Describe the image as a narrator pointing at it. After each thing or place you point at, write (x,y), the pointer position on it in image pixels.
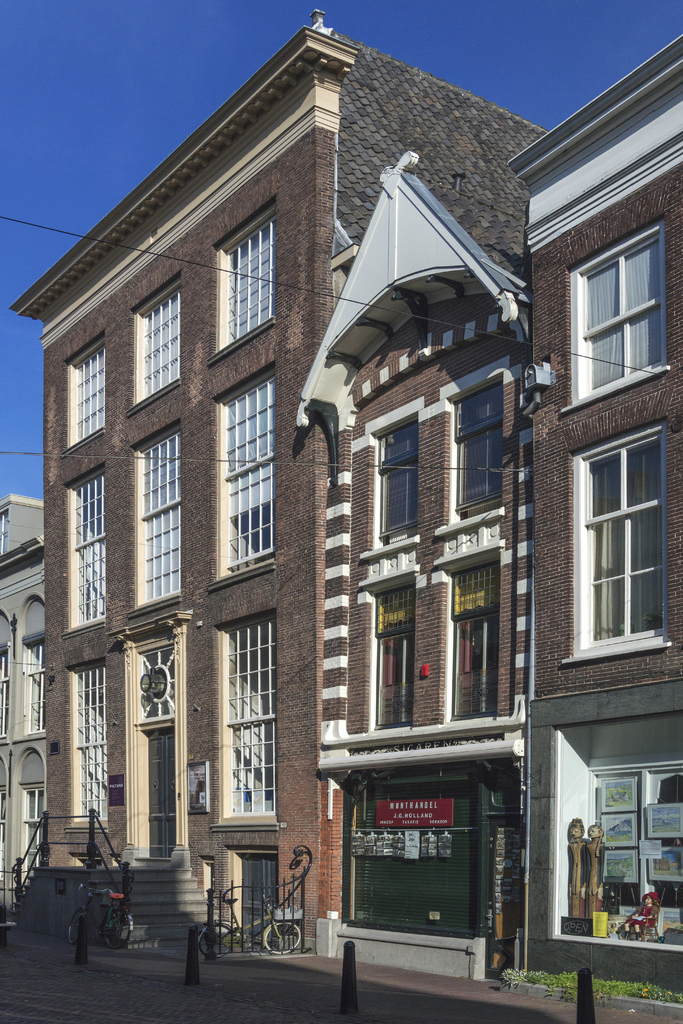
Sky (152,99) is in blue color. Here we can see buildings (459,541), windows (248,477), steps (169,911), bicycles (209,954) and pictures (672,869).
